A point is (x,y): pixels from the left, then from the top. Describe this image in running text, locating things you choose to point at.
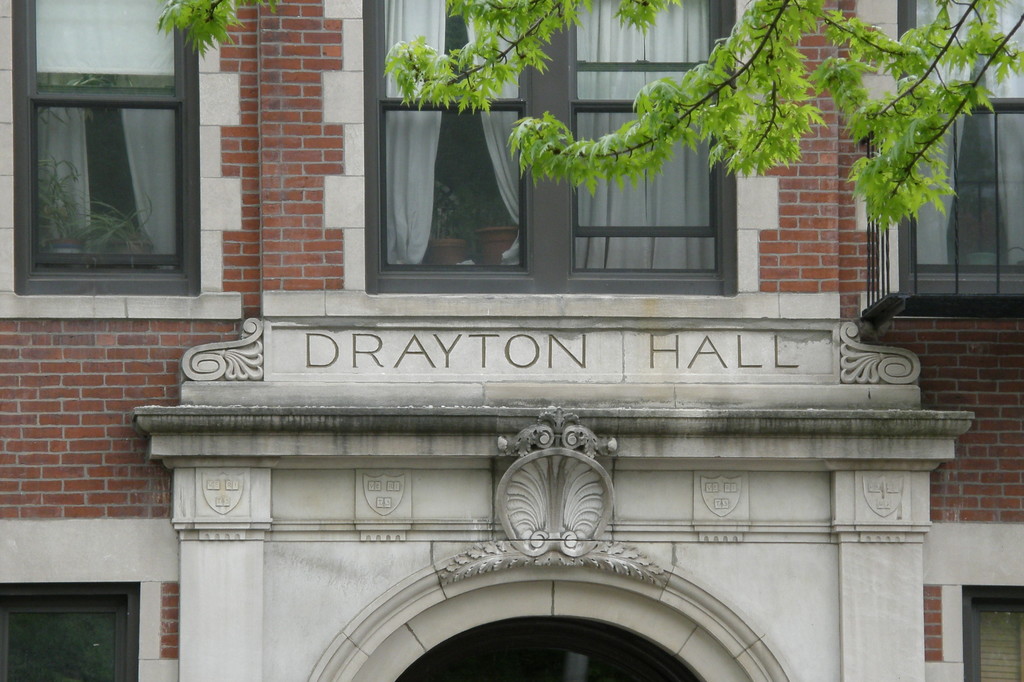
There is a building (350,176) with windows (422,236) and arch (548,614). On the building (507,367) something is written. Through the windows (426,142) we can see pots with plants (465,216) and curtains (591,24). At the top (528,46) there are branches (756,53) of a tree (764,105).
